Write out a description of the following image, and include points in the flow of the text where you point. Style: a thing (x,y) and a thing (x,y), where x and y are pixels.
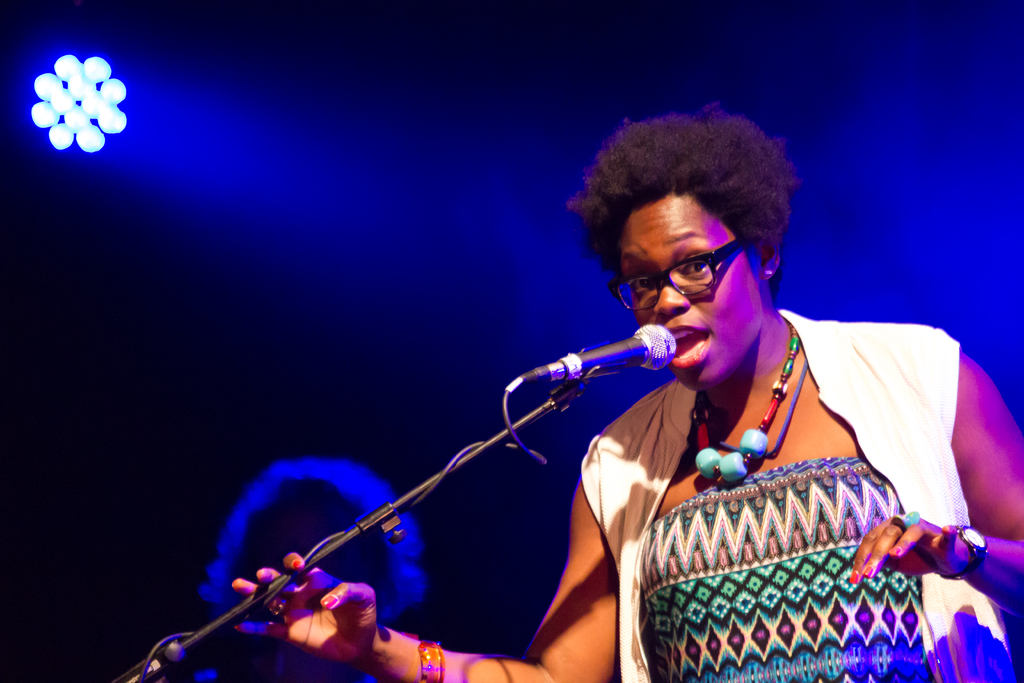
In this image we can see a person (788,494) standing. There is a mic (600,360) placed on the stand (171,645). In the background (98,98) there are lights (98,98) and we can see a person (393,582).
